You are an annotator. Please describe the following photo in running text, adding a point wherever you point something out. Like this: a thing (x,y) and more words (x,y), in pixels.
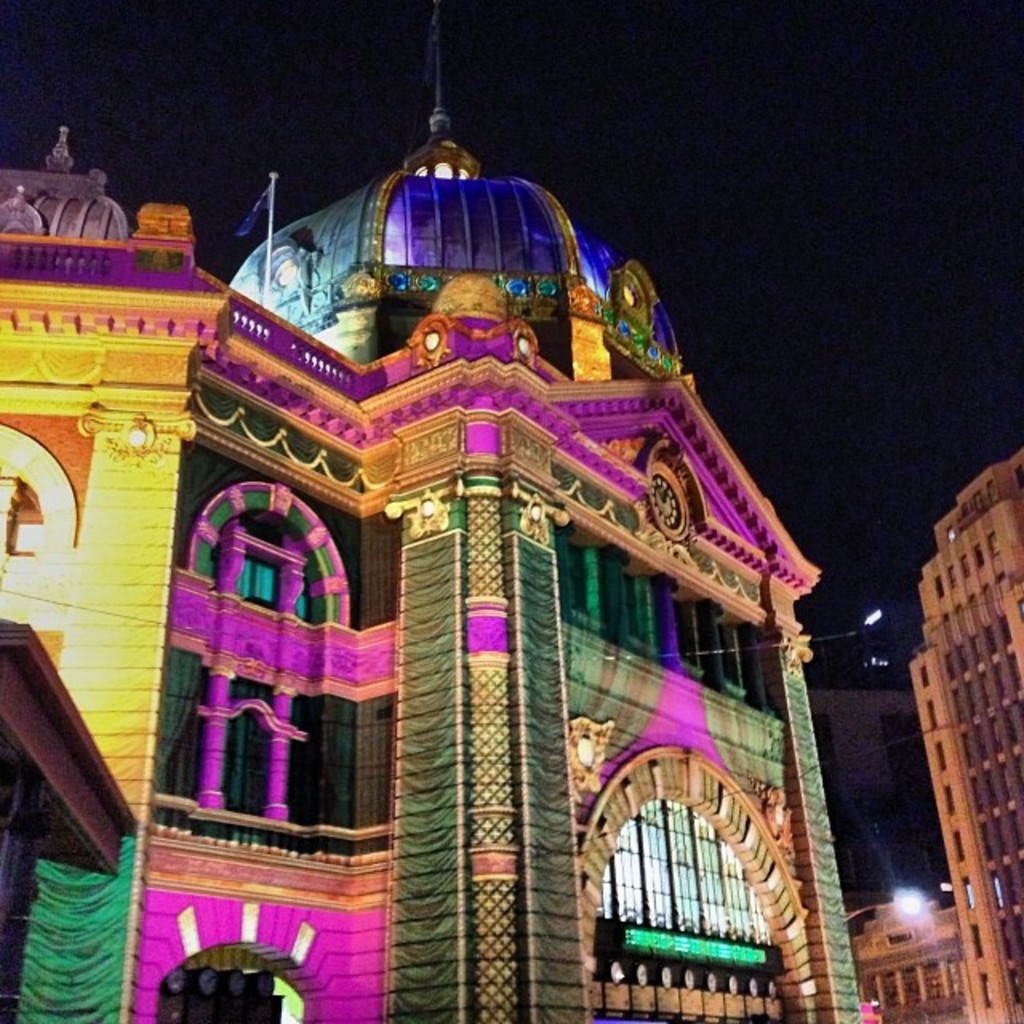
In this image we can see buildings (262,446). This building (72,634) is colorful.
